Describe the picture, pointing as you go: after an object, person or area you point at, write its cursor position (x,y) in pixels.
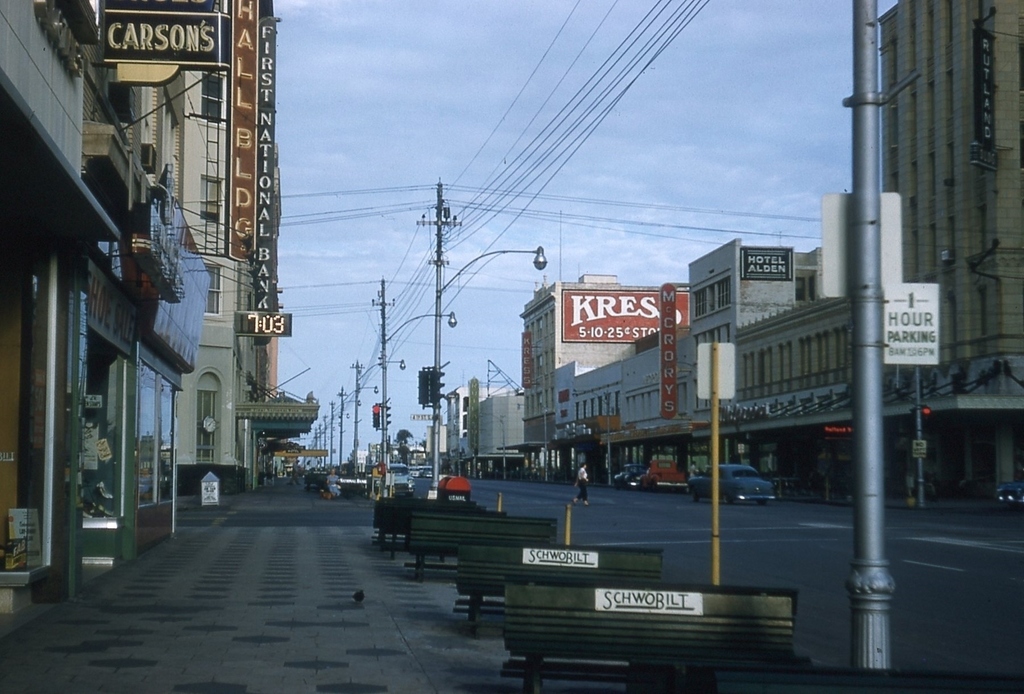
This picture is clicked outside. In the foreground (505,634) we can see the benches (500,564), poles (384,352), lamps (394,362), cables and on both the sides we can see the buildings (581,324) and we can see the text (618,317) on the boards (588,303). In the background (302,291) we can see the sky (427,101) and we can see a person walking on the road (659,503) and we can see the vehicles (692,480) and in the background (375,415) we can see the traffic lights (389,416), buildings (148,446) and some other objects (313,476).
